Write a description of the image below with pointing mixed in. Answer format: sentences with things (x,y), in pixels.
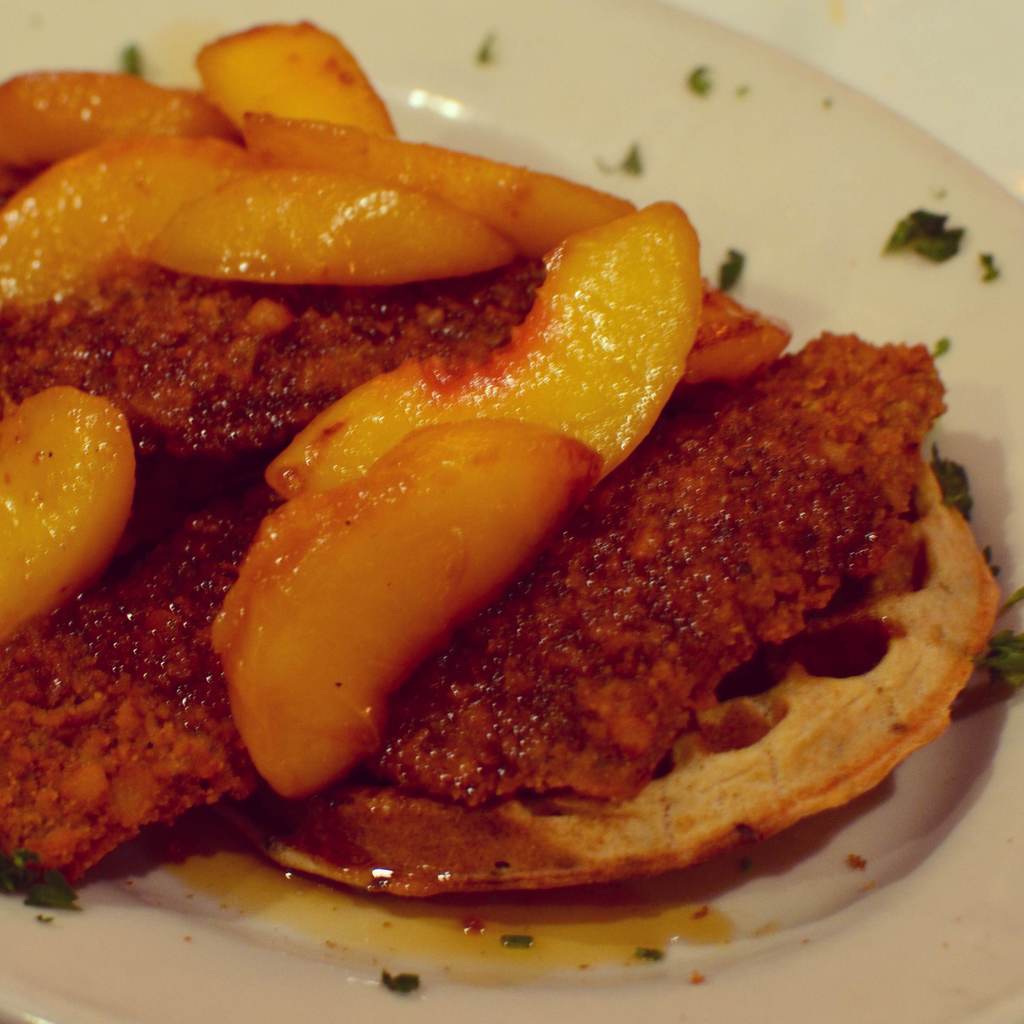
In this picture I can observe some food (532,539). The food (871,493) is placed in the white color plate (163,897).
